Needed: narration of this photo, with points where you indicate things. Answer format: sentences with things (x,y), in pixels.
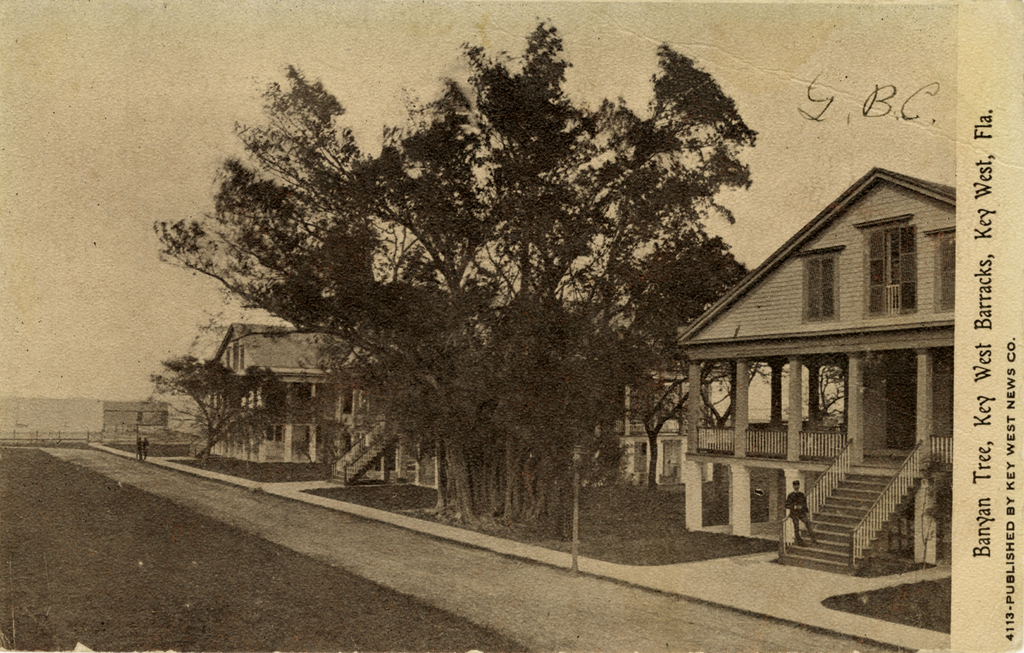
This is a black and white picture, in this image we can see few houses (317,402), trees (388,299), windows (280,433), staircases (908,467), pillars (788,431), grille (774,433) and people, in front of the house (812,426) we can see a pole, on the right side of the image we can see some text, in the background (184,172) we can see the sky (169,94).
